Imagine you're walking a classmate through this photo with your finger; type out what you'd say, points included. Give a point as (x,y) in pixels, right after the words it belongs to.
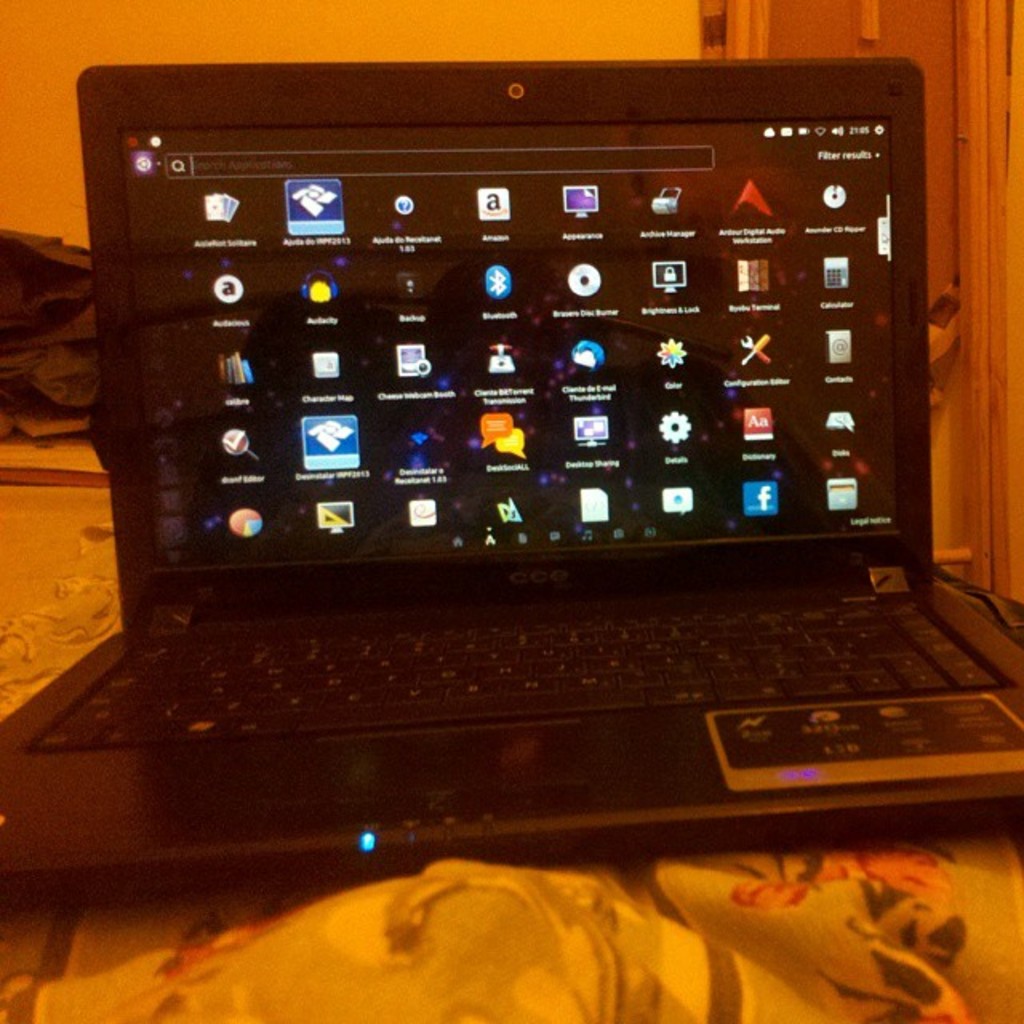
In this image we can see a laptop (435,701) on the blanket (700,867). In the background (248,0) there are wall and polythene cover (60,272).
